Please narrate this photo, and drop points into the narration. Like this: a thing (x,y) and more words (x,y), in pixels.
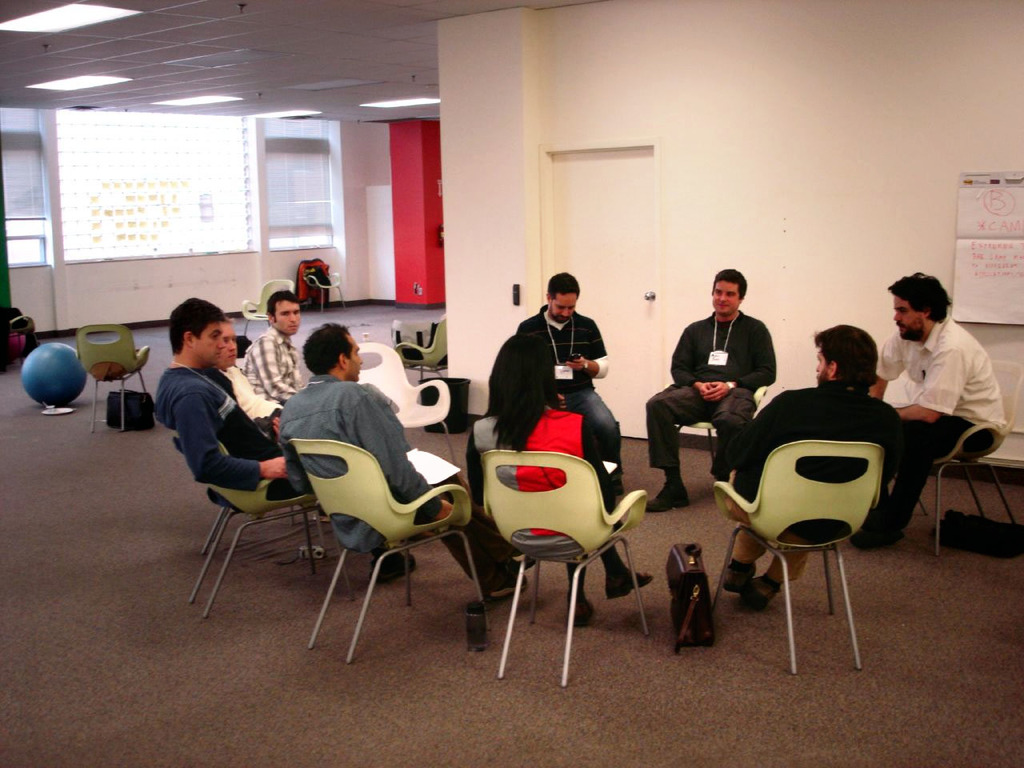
In this image there are group of persons (477,540) who are sitting on the chairs (633,514) in a room (651,543) at the left side of the image (188,233) there are windows (219,211).
